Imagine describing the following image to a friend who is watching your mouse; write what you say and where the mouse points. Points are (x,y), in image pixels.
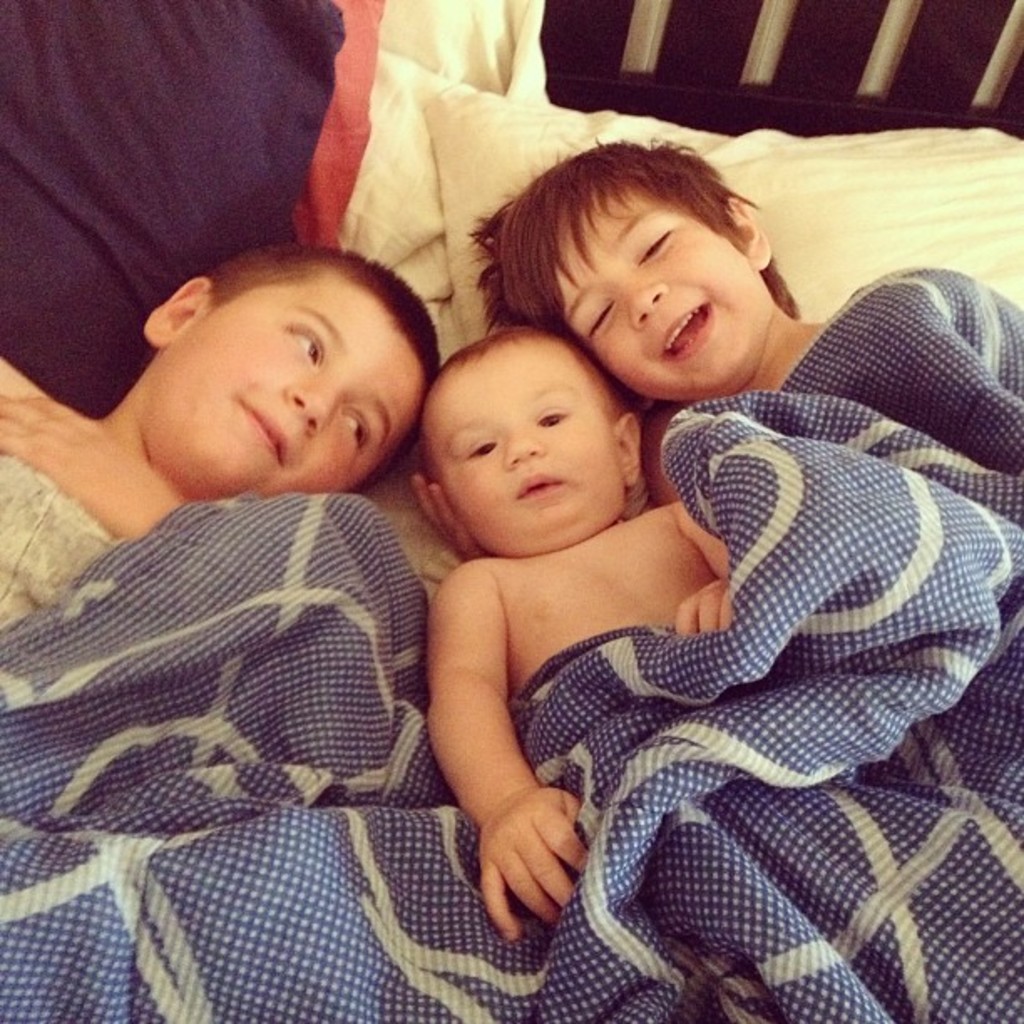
Here we can see a baby (610,383) and two boys (581,339) on the either side of this baby (527,385). They are on a bed (535,135).
